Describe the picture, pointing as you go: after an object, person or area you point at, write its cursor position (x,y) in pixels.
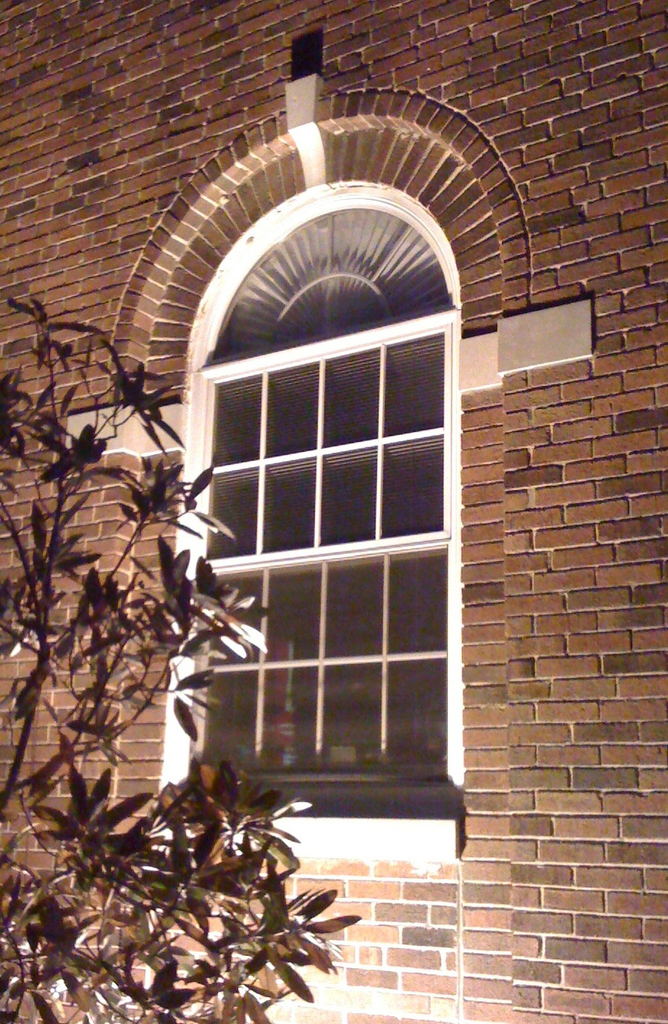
In this image I see the brick wall (472,524) and I see a window (327,467) over here and I see the leaves (20,438) on the stems (135,986).
